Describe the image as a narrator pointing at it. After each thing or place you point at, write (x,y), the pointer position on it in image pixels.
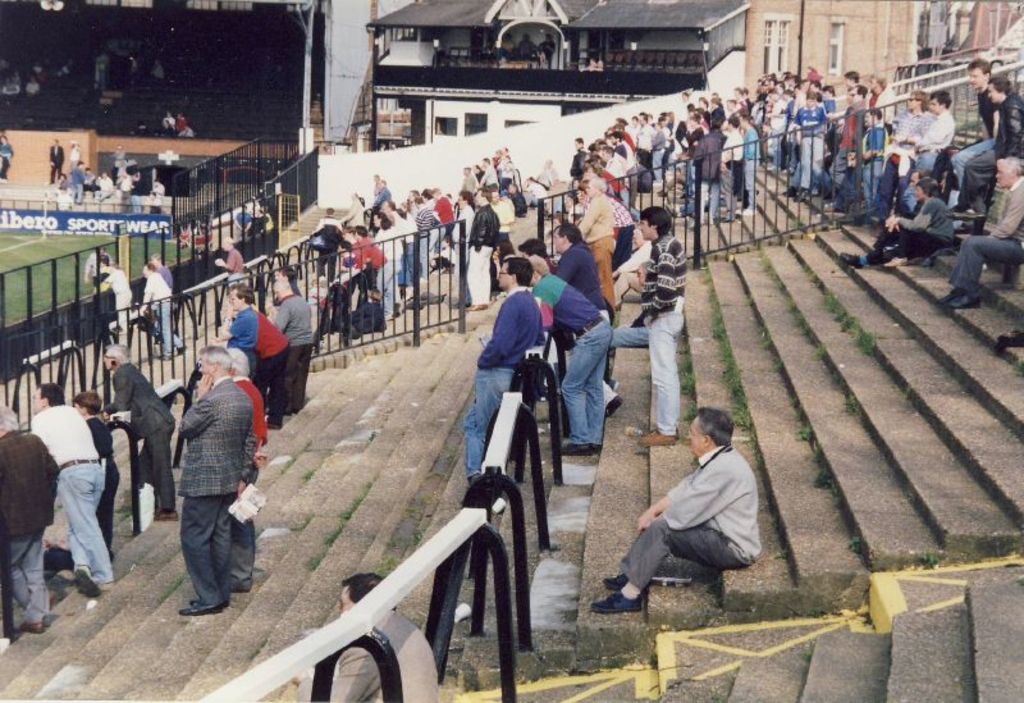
Here I can see many people (608,342) are sitting and standing on the stairs (398,402). In the middle of the image (458,261) there is a railing (399,288). These people (508,356) are facing towards the left side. On the left side (50,247) there is a playing ground (35,251). In the background (305,108) there are few buildings (508,65).
